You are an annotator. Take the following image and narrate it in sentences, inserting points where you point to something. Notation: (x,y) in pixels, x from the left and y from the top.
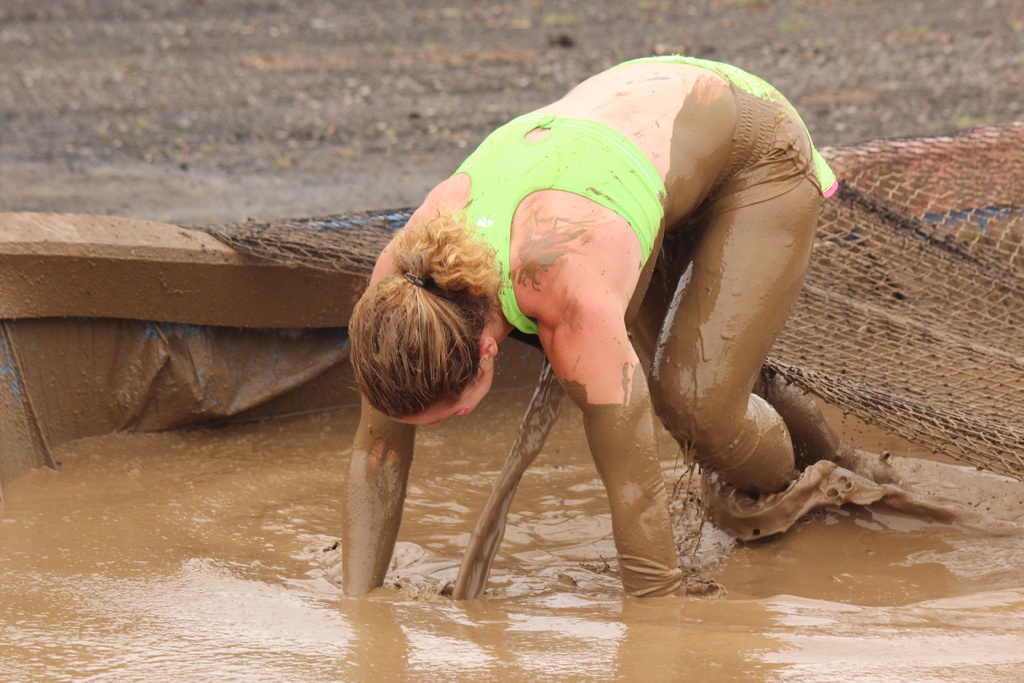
In this image there is a women (633,145) playing in the mud (681,531) beside her there is net (945,253) and a small wall (179,252) covering the mud (103,655).
